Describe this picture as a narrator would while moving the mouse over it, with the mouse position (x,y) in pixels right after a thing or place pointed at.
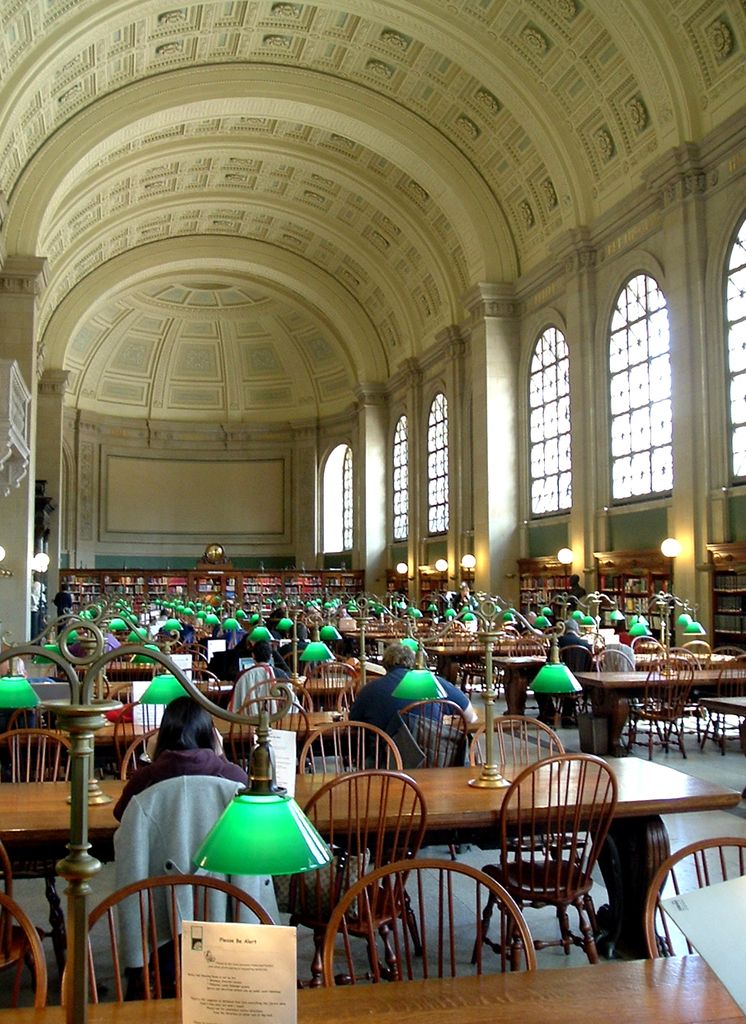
In this picture we can see a group of people (131,782) sitting on chairs (386,830) and in front of them we can see tables (624,810) with lamp stands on it and in the background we can see windows (428,445).
